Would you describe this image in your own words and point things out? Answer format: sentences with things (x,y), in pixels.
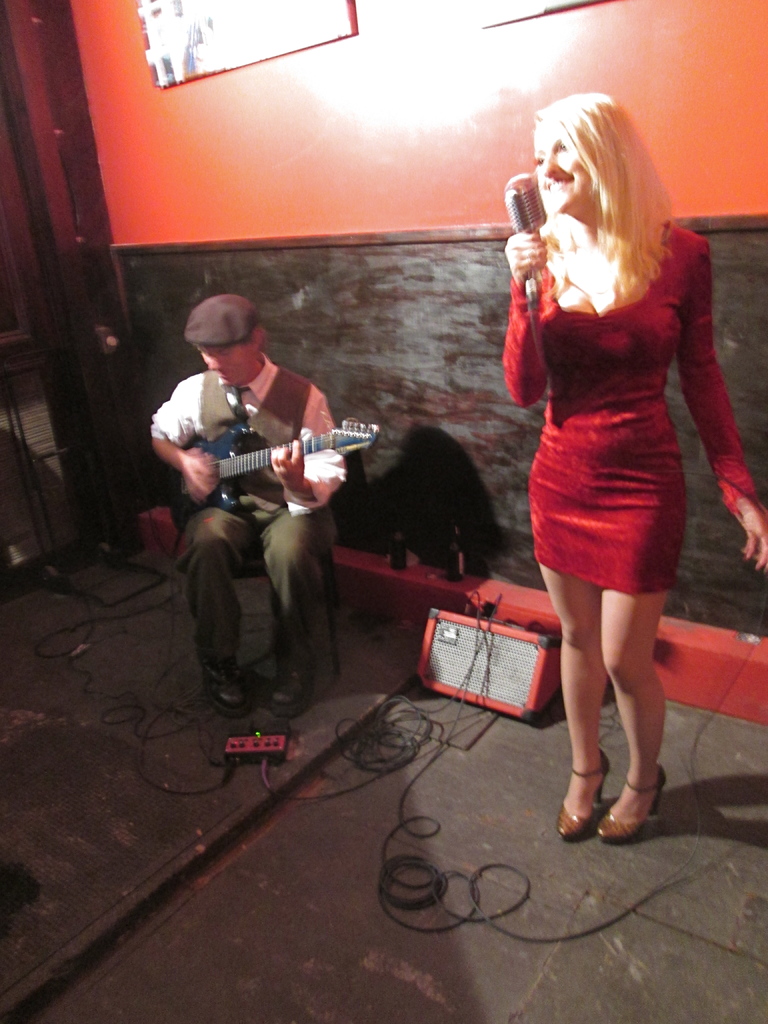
The image is taken inside the room (394,264). In the image there are two people (331,465) both man (256,442) and woman (647,360). On right side (591,282) there is a woman (586,256) holding a microphone (537,195) and she is also having smile (555,188) on her face (568,183). On left side (252,442) there is a man (274,541) sitting on chair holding a guitar (224,489) and playing it. In background (304,243) there is a wall (366,194) which is in red color and it is also having some photo frames (310,35).
